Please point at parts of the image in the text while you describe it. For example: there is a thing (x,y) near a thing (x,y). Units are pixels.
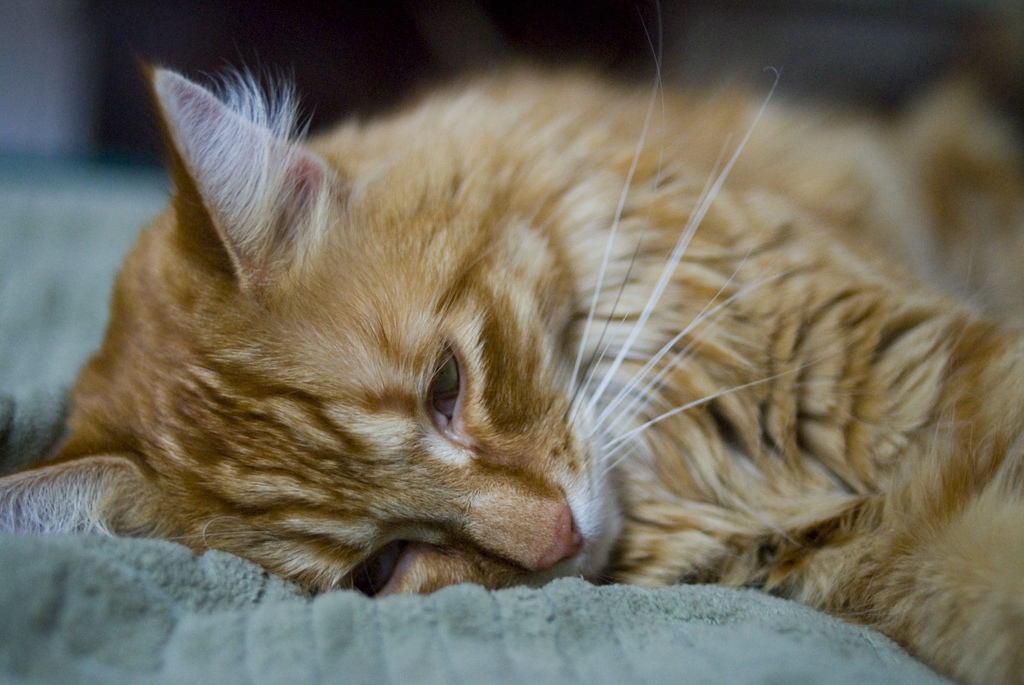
This image is taken indoors. At the bottom of the image (424,611) there is a towel (112,644). On the right side of the image (734,294) there is a cat (320,333) lying on the towel (518,684).
